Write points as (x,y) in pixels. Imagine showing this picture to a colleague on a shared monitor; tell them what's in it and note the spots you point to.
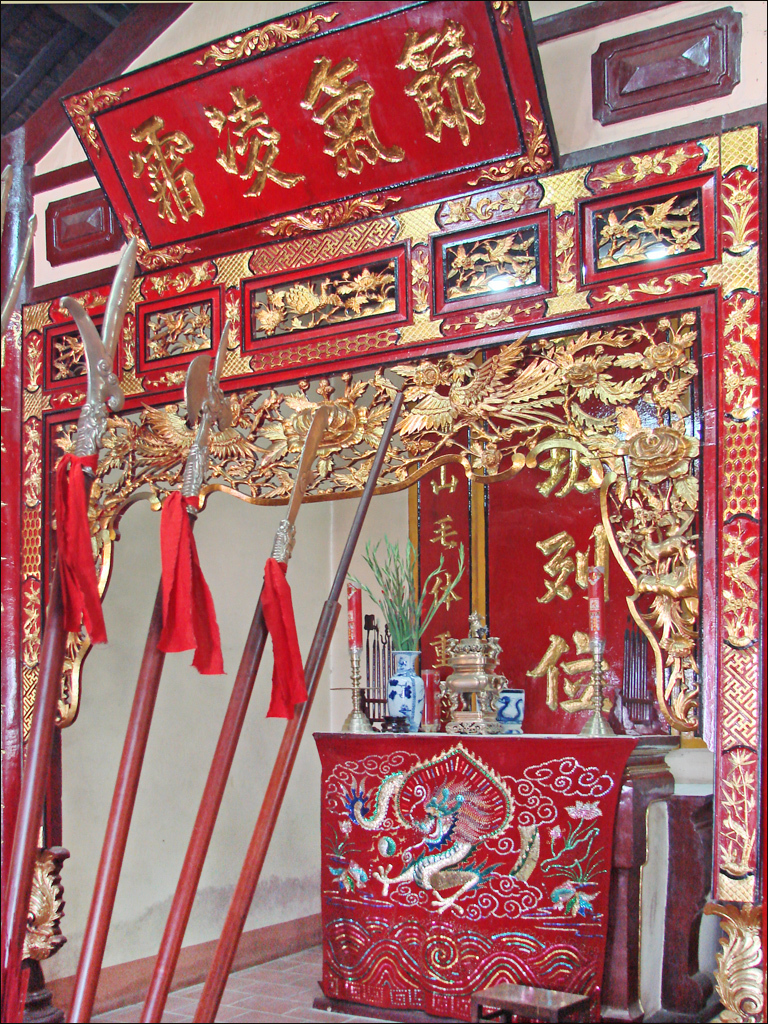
In this image we can see a table (599,753) and on the table (430,750) there are decors (395,681), candle holder (350,725) and candle (361,631). In addition to this we can see weapons (138,749) tied with ribbons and placed on the floor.
